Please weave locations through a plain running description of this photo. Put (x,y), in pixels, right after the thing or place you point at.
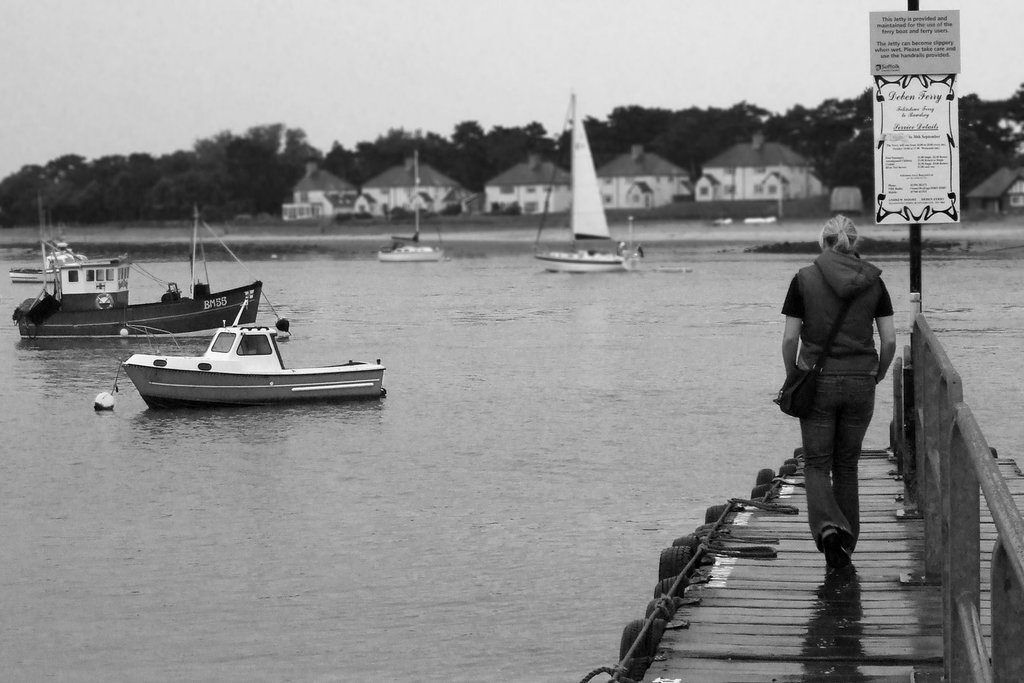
In the image we can see a woman (851,350) walking, wearing clothes (829,318), shoes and she is carrying a bag (808,378). Here we can see the wooden footpath (777,575) and there are boats (233,308) in the water (151,283). Here we can see the pole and two boards (912,91) stick to the pole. Here we can see houses (676,181), trees (477,168) and the sky (348,108).
